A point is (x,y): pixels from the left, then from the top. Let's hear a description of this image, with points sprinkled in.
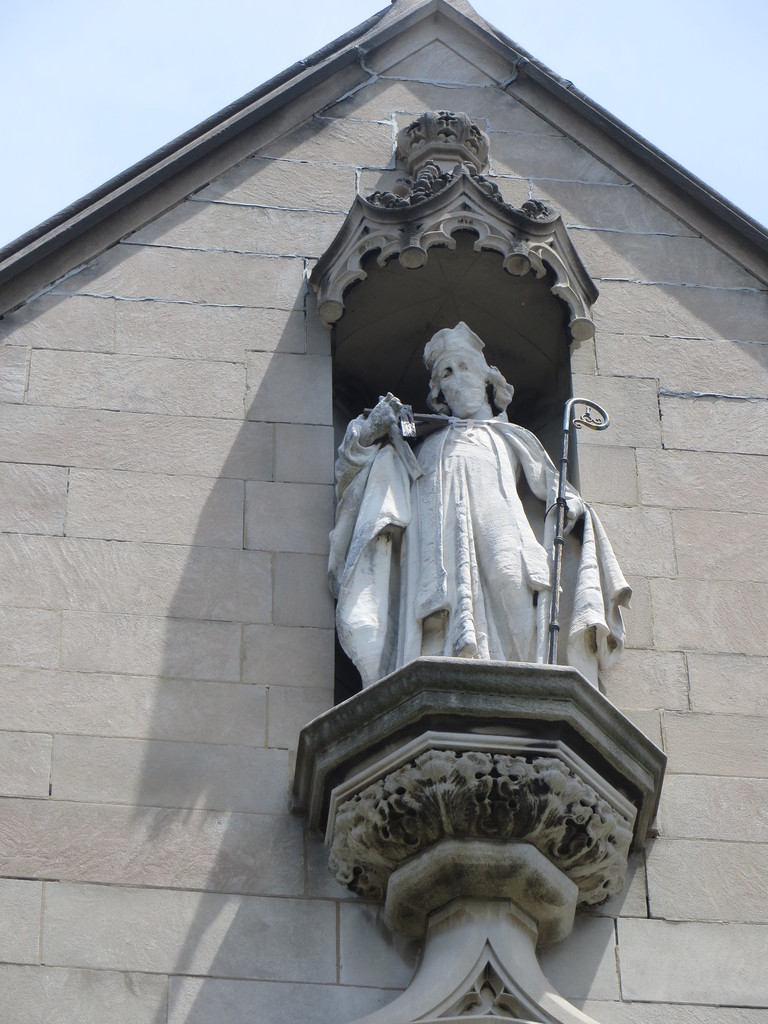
In the picture we can see a historical building wall (201,815) with a sculpture (467,617) to it of a man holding a stick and in the background (31,28) we can see a sky (30,38).
